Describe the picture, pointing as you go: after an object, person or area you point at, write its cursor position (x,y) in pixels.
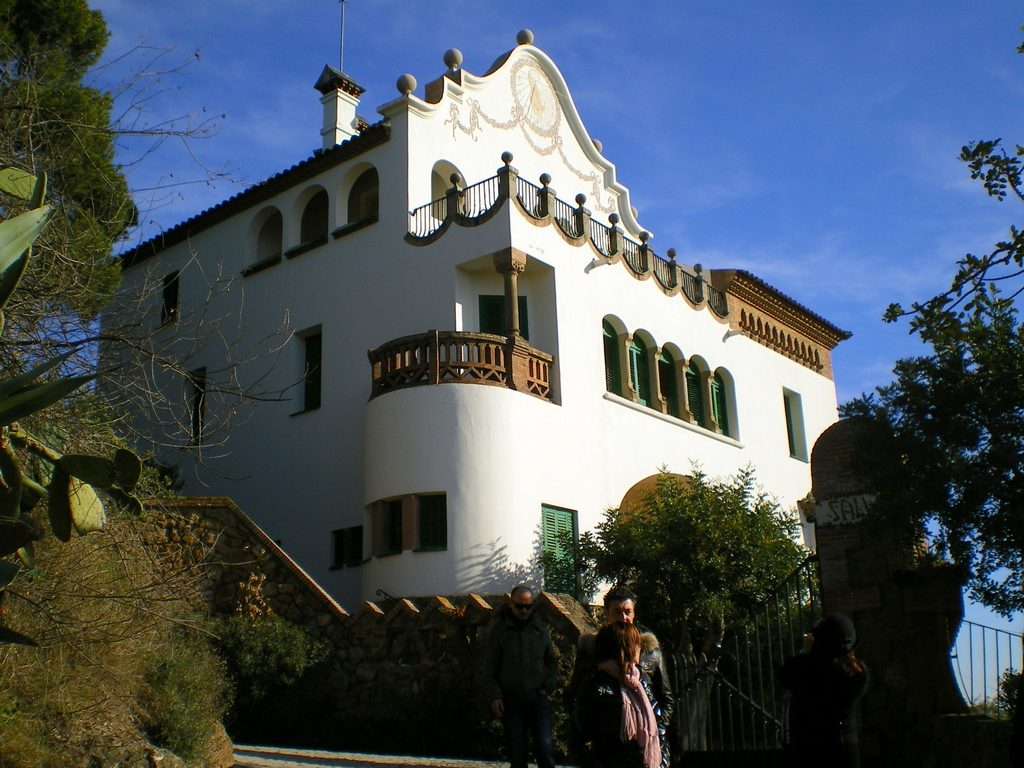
In this image I see a building (413,408) over here and I see the wall (355,622) and the fencing (984,649) and I see 2 men (620,609) and a woman (619,688) who are standing and I see the trees (74,41) and I see something is written over here. In the background (913,266) I see the sky (227,190).
